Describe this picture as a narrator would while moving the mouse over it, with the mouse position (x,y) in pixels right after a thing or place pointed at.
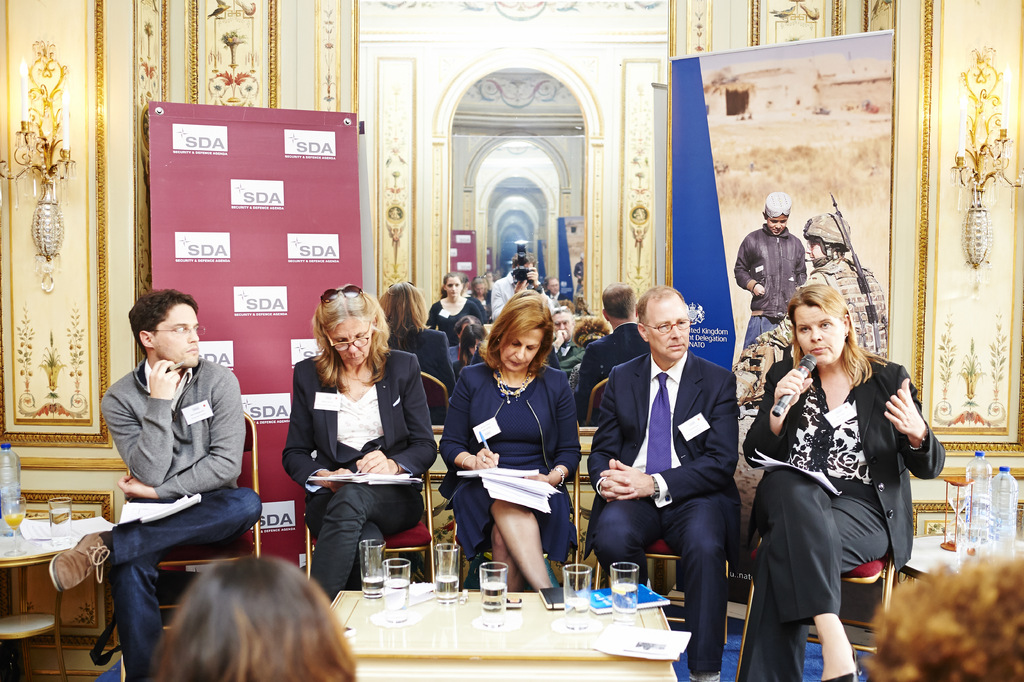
In this image, we can see a few people (833,448) sitting and holding objects (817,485). We can see some tables (6,563) with objects (16,518) like glasses (69,519) and bottles (973,524) on it. In the background (37,132), we can see a wall (996,287) with some lamps (52,189) and mirror (570,103). We can also see some display boards (683,183) with images (880,54) and text (219,132) on it.
